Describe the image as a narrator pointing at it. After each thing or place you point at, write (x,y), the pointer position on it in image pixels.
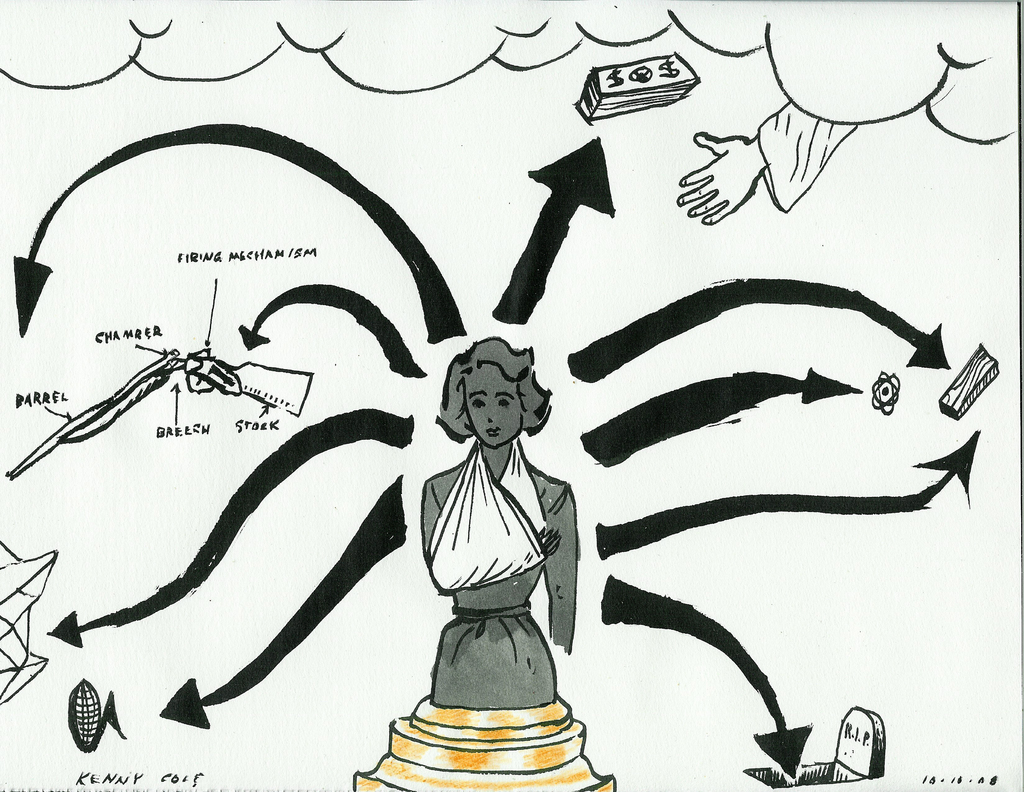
This is a drawing of a lady (447,412). There are arrows (535,252) and also something is written.
